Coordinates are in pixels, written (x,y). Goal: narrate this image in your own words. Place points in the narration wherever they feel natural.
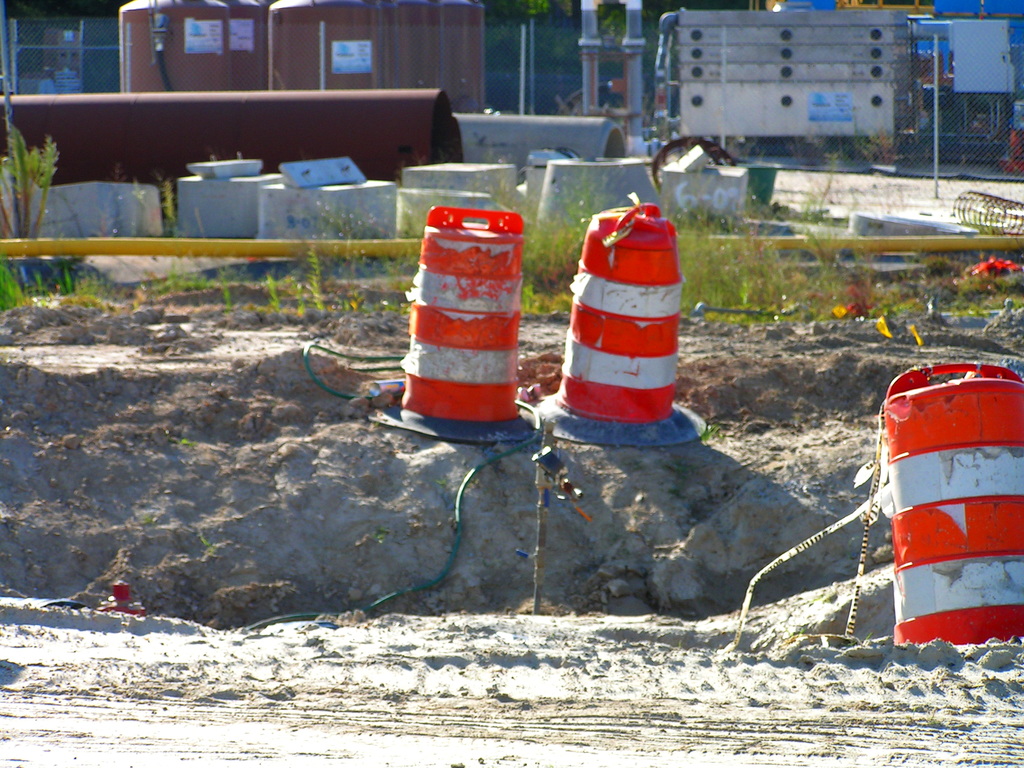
In this image we can see pipes (123,102), tanks (454,18) and stand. We can also see orange and white color objects (484,315) placed on the sand surface (383,511).
